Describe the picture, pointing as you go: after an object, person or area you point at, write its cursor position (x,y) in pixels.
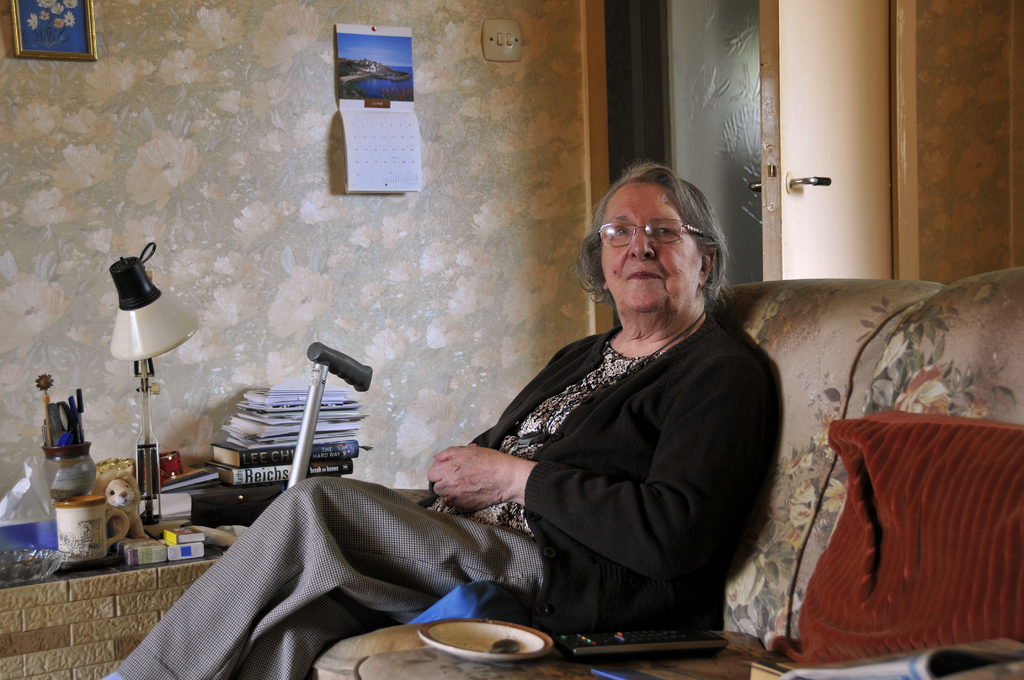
In the image we can see a woman (762,428) sitting, wearing clothes (640,418) and spectacles (667,241). This is a plate (467,651), remote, sofa (871,412), books (254,457), lamp (134,325), cup (77,534), toy (127,507), papers (252,421), wall (264,248), calendar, frame (73,8), switchboard (491,51) and a door (838,136), and the woman (558,423) is smiling.
